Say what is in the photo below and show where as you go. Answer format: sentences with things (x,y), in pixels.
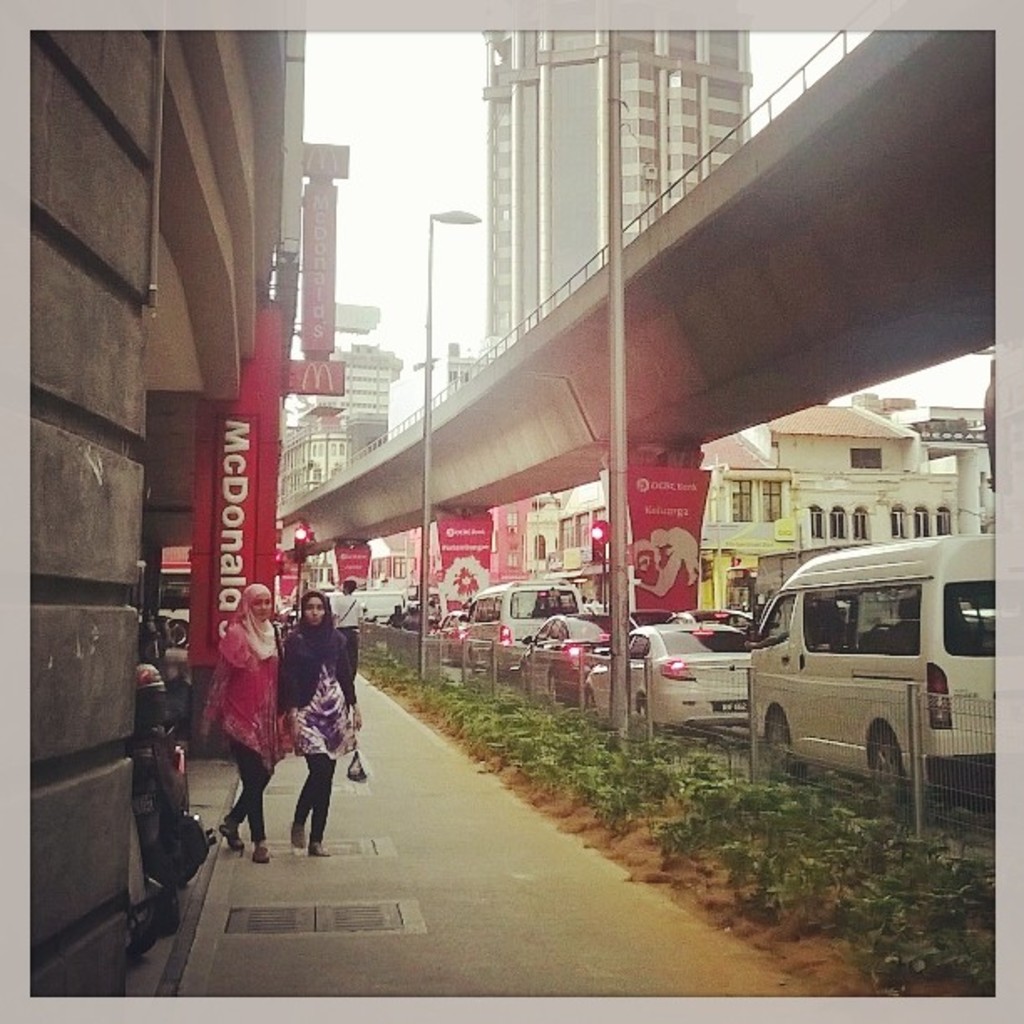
In the picture there is a bridge (668,403) and under the bridge (659,385) there are a lot of vehicles (605,632) and there are many buildings (800,412) behind the bridge (518,461), on the left side (89,832) there is a building (100,823) and two women (249,626) were walking on the path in front of that building (121,582), behind them there is a cafe (329,214).
